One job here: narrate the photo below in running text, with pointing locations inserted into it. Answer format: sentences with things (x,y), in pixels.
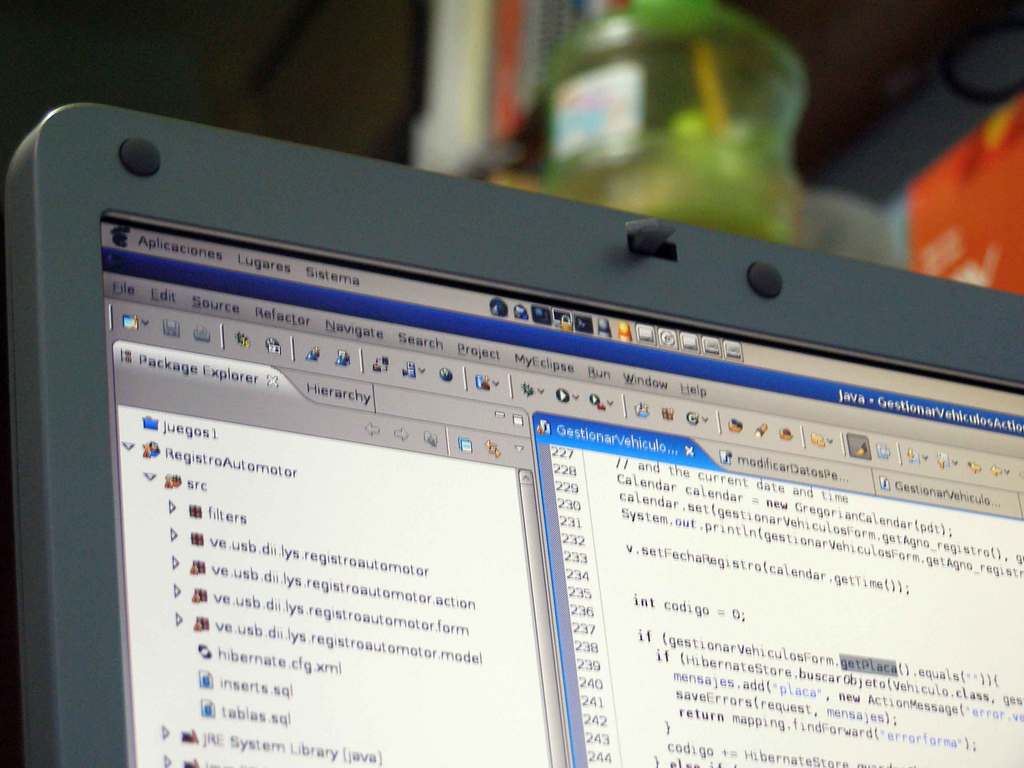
In this picture, it looks like a monitor screen (194,330). On the monitor screen (192,545), there are folders (246,654), words (246,654) and numbers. At the top of the image (467,67), there are some objects (548,108) and a blurred background (341,94).
